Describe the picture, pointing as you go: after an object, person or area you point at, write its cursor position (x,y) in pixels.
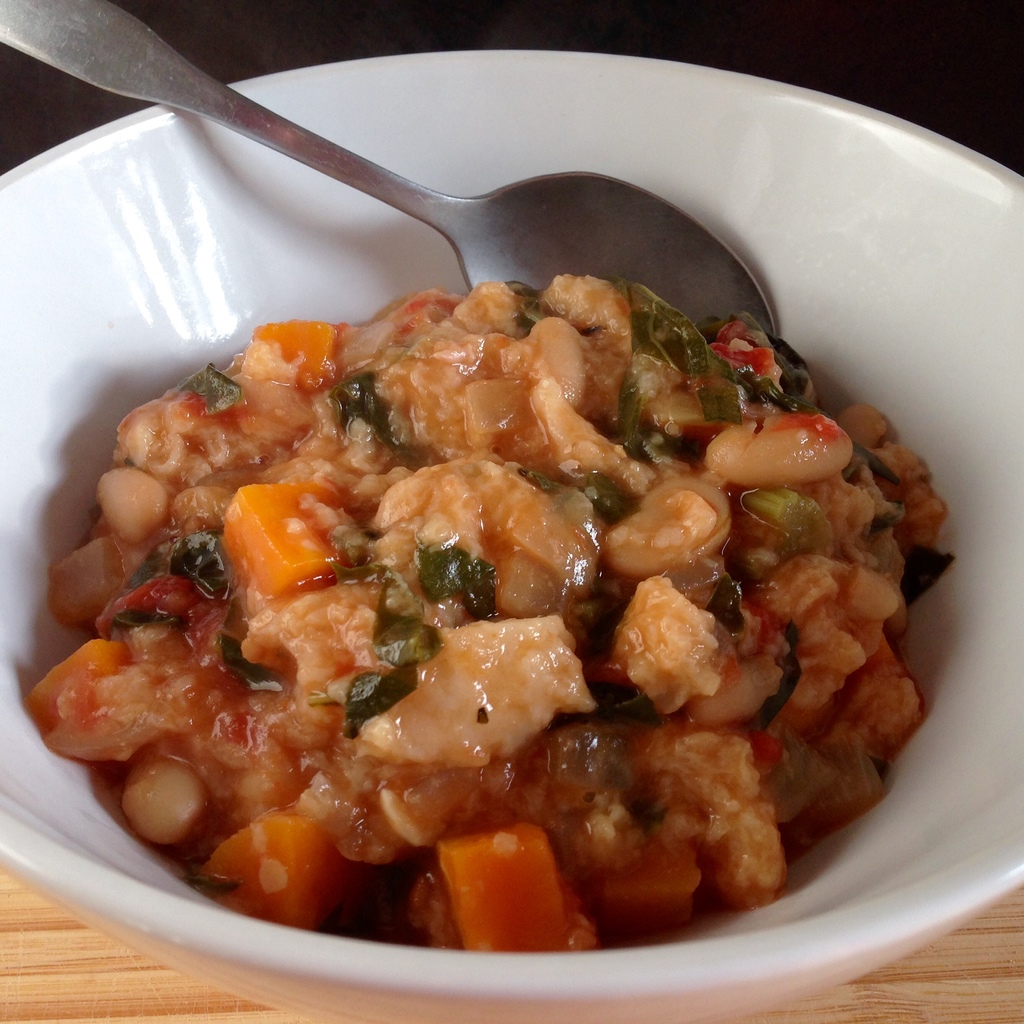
In this image I can see white colour bowl (61,281) and in this bowl (1011,725) I can see a spoon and food (255,476). I can also see black colour in background (958,68).
